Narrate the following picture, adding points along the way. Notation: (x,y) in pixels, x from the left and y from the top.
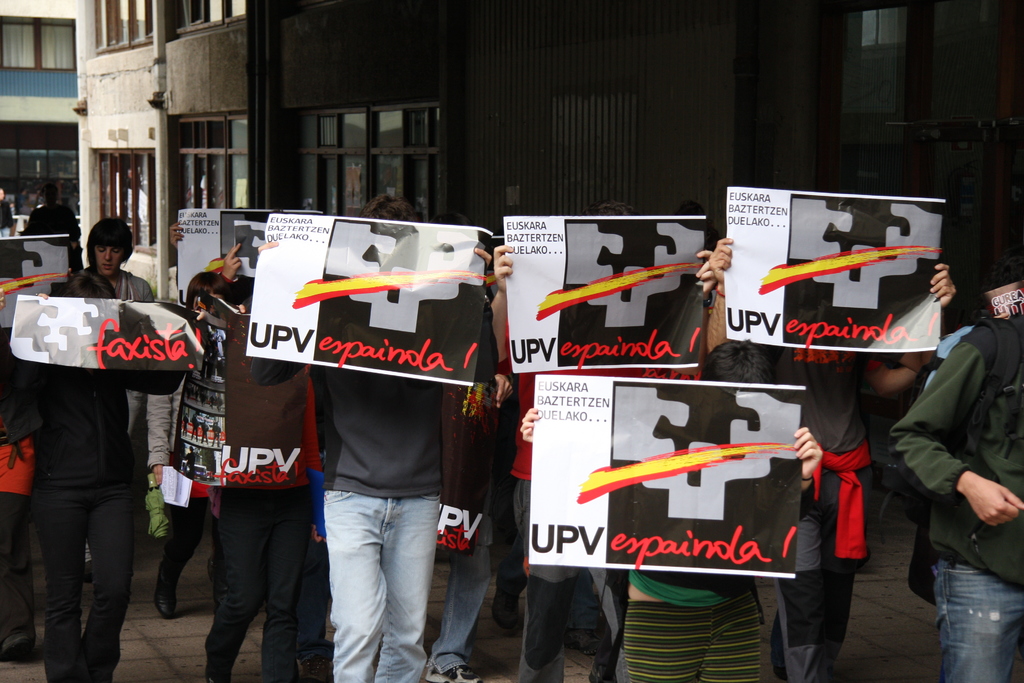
Here we can see few persons (452,633) are holding papers (27,287) with their hands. In the background (253,161) we can see buildings (631,61), windows (146,37), and a pole (160,265).
